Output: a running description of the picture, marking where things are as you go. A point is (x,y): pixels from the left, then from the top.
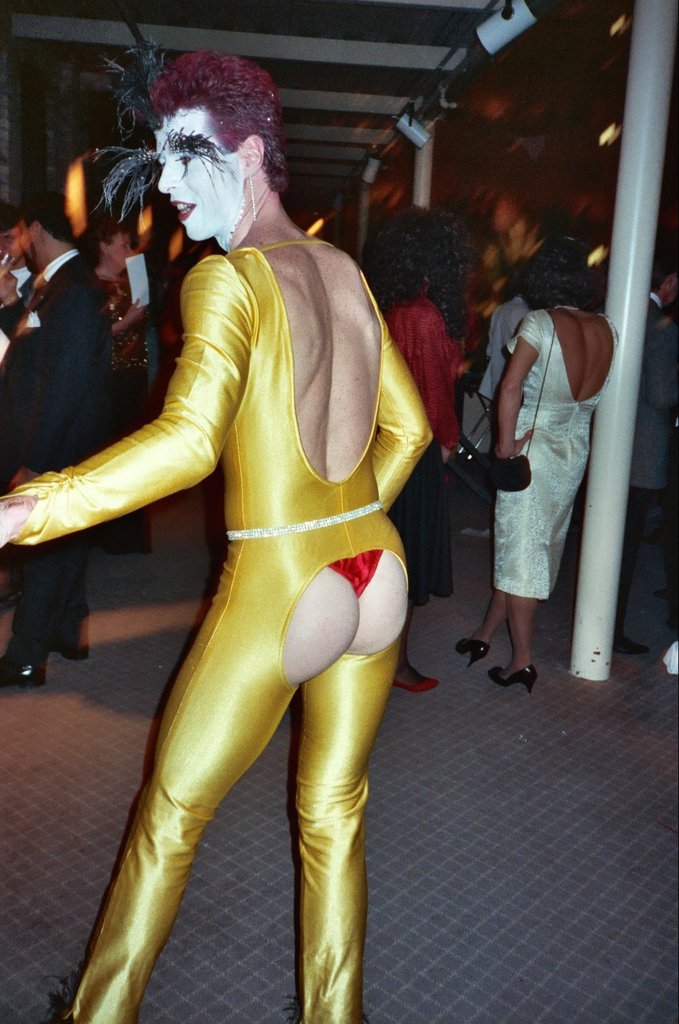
The person (216,421) in the yellow bodysuit (261,515) is standing in front of the picture. In front of her, we see people (116,305) standing. The girl (132,390) in the black dress (119,347) is holding papers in her hands (127,322). On the right side (500,521), the woman (512,417) in white dress (532,499) is standing beside the white pole (612,452). In the background (581,232), we see a brown color wall (529,169). At the top of the picture (417,46), we see the ceiling (325,39) of the room (410,53).
